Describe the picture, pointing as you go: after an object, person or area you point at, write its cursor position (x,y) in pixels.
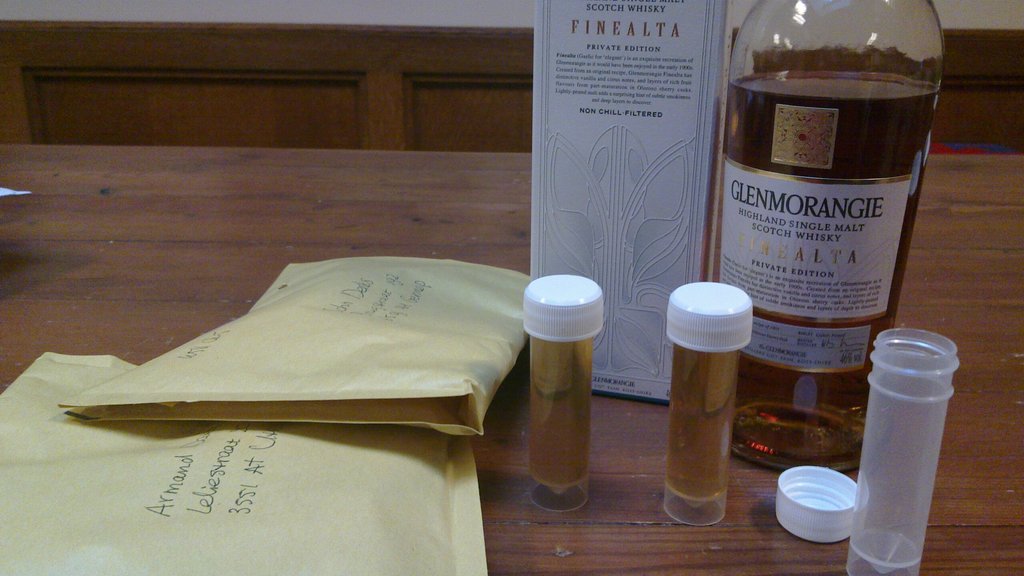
In this image we can see few covers (279,428), bottle (757,162), tubes (542,414) placed on the table (672,537).
